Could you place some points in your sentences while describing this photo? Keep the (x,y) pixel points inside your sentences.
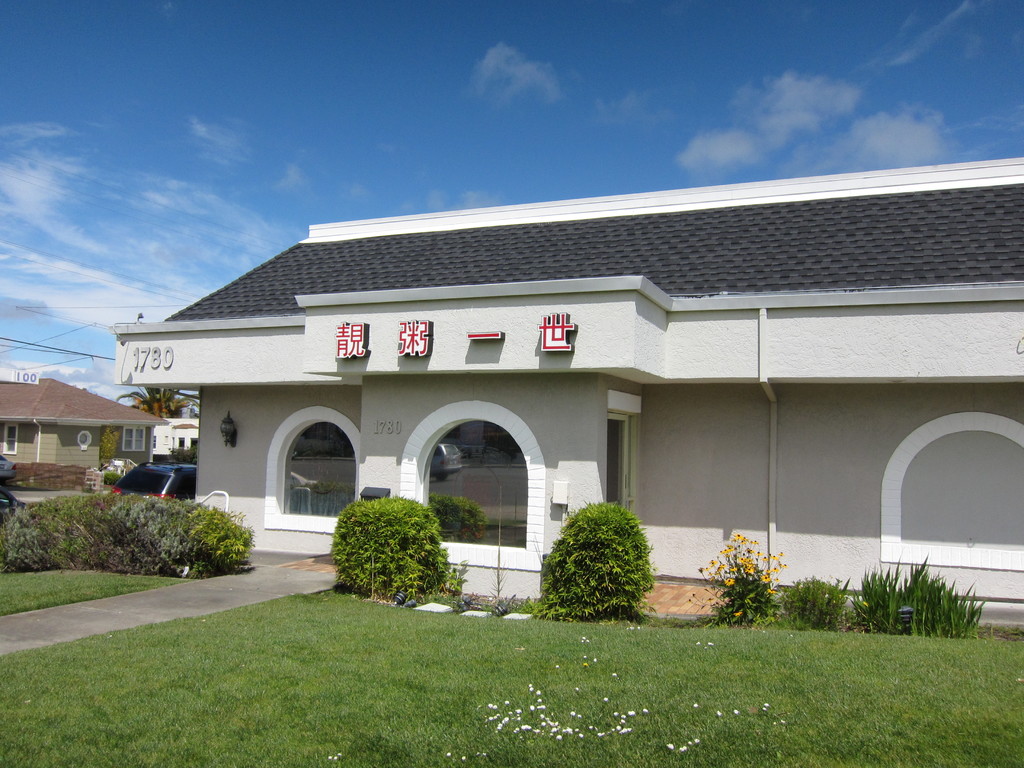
In the image we can see there is a building (340,370) and its written ¨1780¨ on the building (316,428). There are plants (400,536) and bushes (80,541) on the ground (562,689). The ground (487,611) is covered with grass (491,678) and there is a car (137,491) parked on the road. Behind there are buildings (138,434) and there is a cloudy sky (437,150).
